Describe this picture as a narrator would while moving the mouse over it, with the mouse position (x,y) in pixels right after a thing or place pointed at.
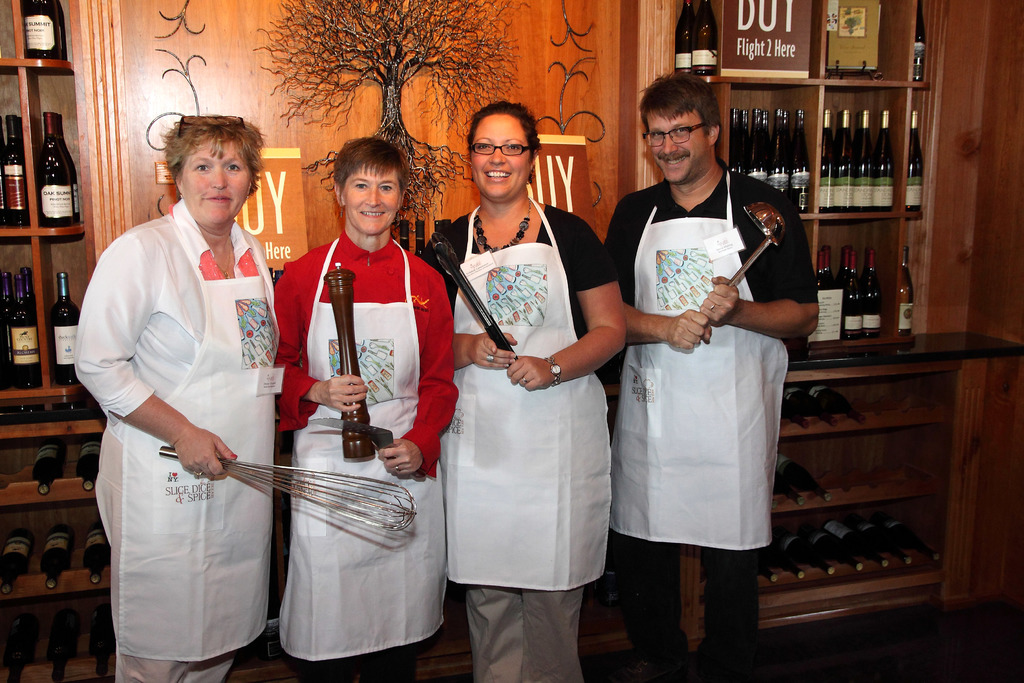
In this image we can see people (519,563) standing on the floor (806,640) and holding kitchen tools (334,499) in their hands (310,395). In the background (848,116) we can see beverage bottles (704,68) arranged in the different shelves (878,273) of cupboards (863,364).
